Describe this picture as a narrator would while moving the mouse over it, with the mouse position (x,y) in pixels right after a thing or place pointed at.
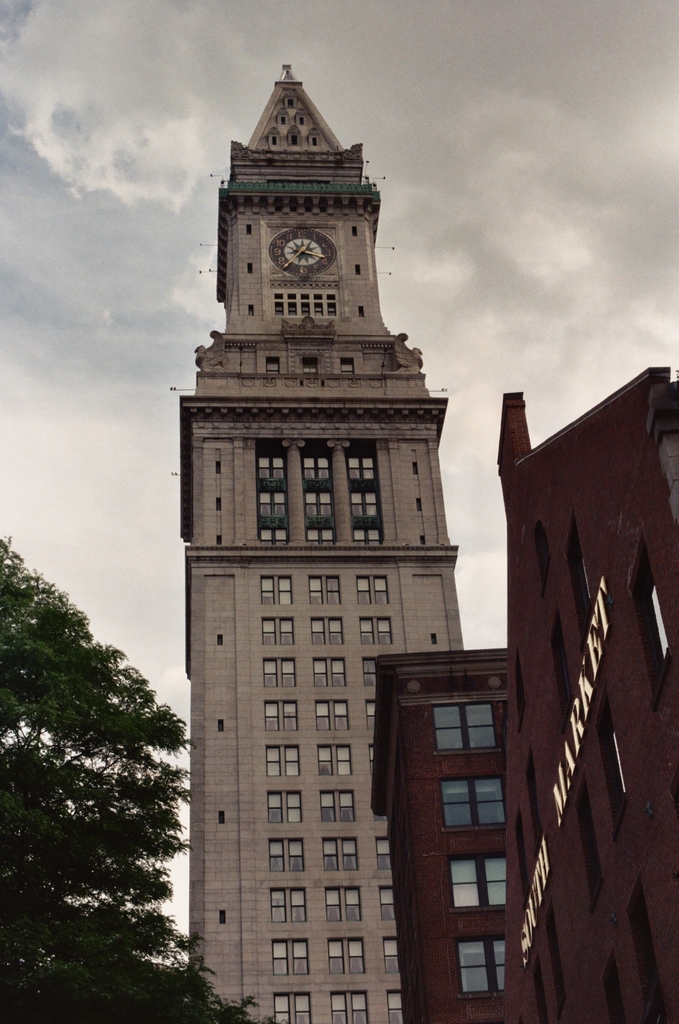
In this picture we can see a clock tower (355,724). On the right side of the image (460,791), there are windows (452,807) and a name board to the building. On the left side of the image (142,895), there is a tree (56,875). Behind the clock tower (316,445), there is the cloudy sky (505,174).
